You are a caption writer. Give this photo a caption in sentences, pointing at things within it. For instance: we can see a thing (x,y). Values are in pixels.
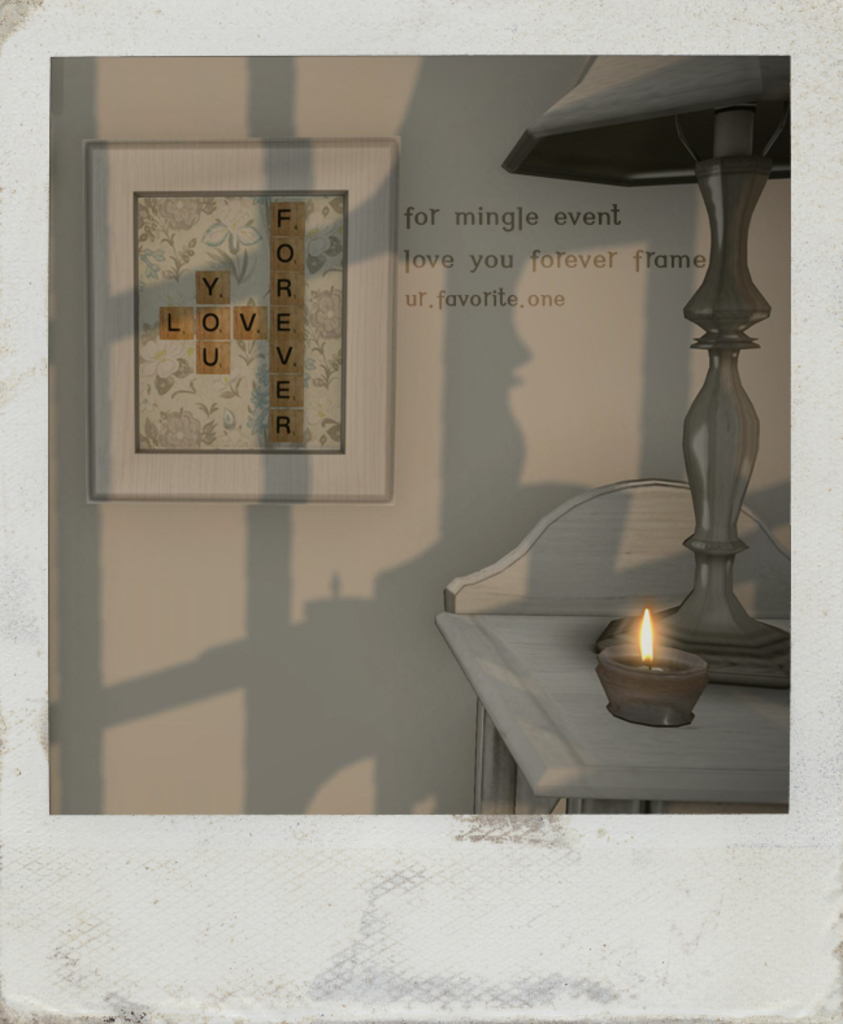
In this image we can see a photograph (430,873) in which we can see a photo frame (373,354) on the wall (484,420), we can see some text (555,274) on the wall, lamp (692,642) are kept on the table (650,761).
